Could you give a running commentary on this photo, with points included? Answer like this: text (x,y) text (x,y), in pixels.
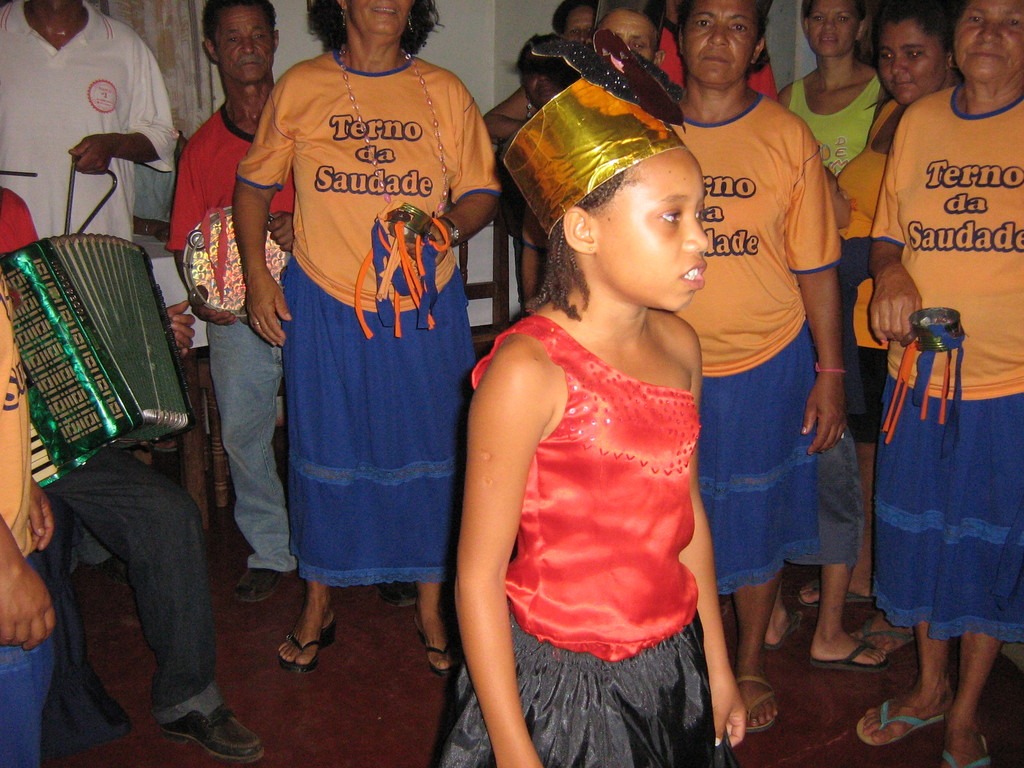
There are group of people (709,208) wearing similar costume (791,202) and in the front (628,506) a kid (615,568) is standing and she is wearing red and black dress (603,698), behind the kid (594,714) there is a person (124,544) sitting playing a musical instrument (138,365), in the background there is a wall (475,17).
